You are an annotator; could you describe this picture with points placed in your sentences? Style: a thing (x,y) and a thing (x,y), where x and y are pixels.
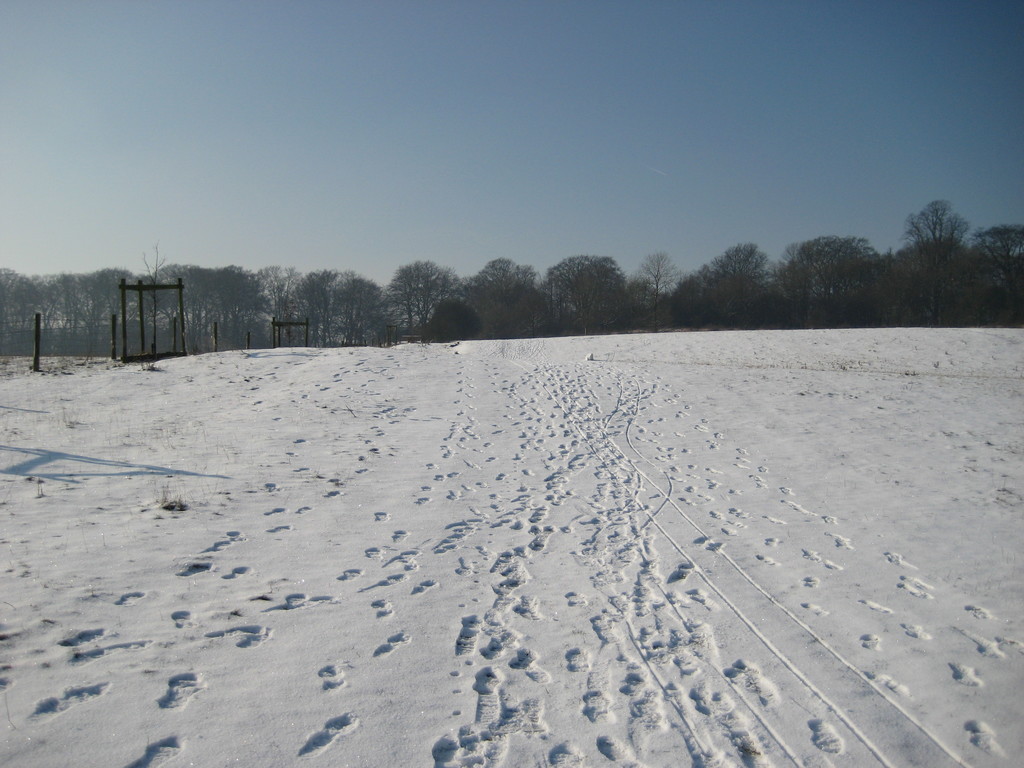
In this image, I can see the snow (334,450), poles (177,342) and trees (423,298). In the background (487,184), there is the sky (530,151).
